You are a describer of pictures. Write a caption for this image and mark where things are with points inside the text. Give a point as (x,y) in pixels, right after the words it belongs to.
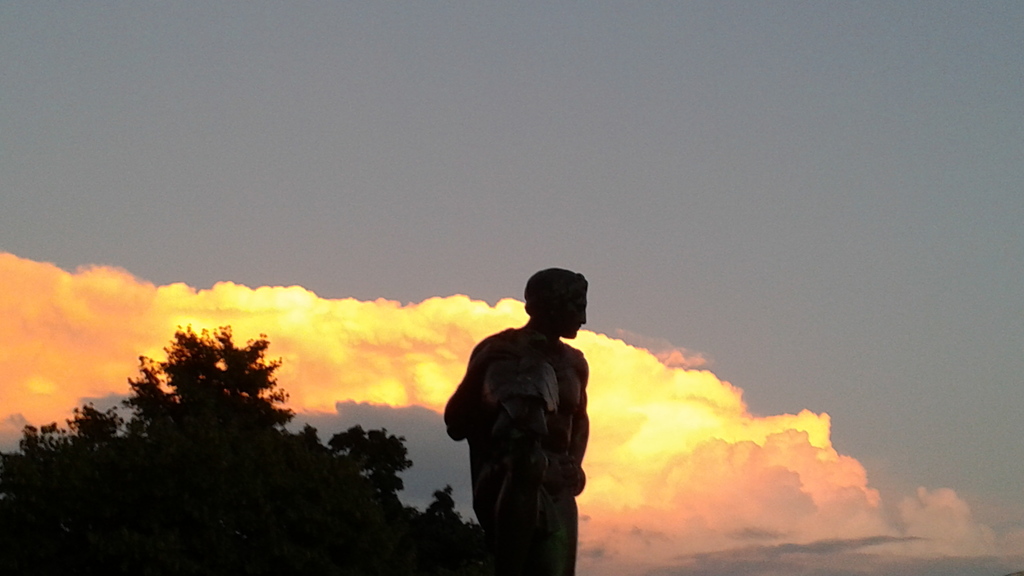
In the image we can see a statue (447,416) standing and we can even see there are trees (175,486) and a cloudy sky (725,415).
